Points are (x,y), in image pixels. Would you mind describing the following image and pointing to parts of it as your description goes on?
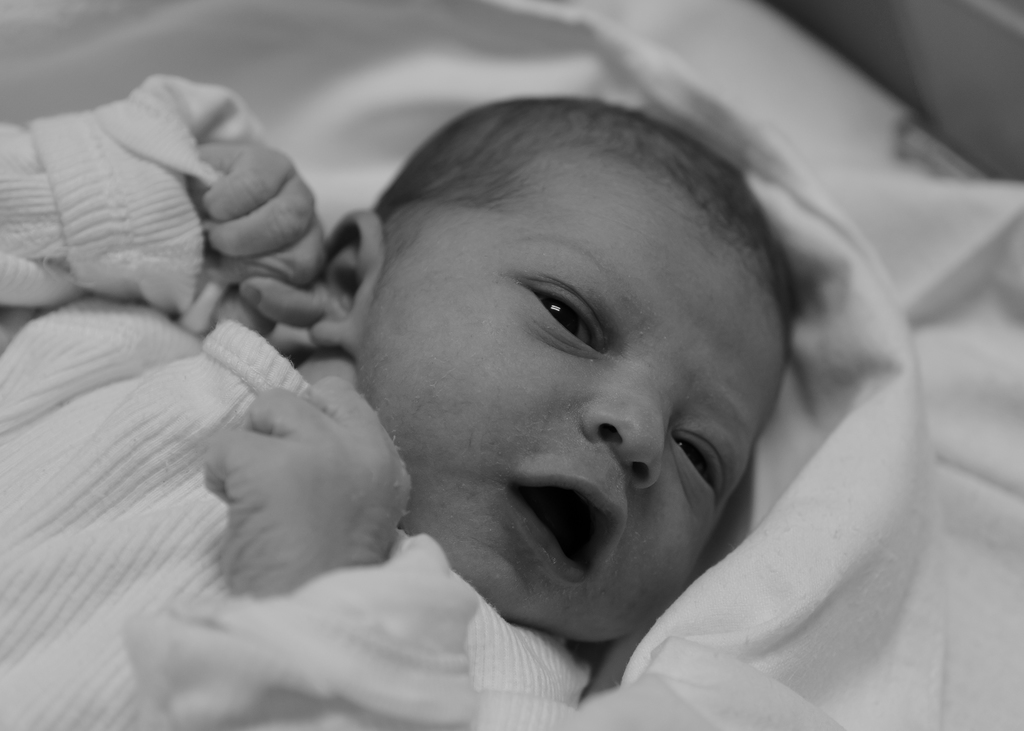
In the image we can see a picture (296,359) of a baby (373,456) wearing clothes (178,531) and the white cloth (817,600).
